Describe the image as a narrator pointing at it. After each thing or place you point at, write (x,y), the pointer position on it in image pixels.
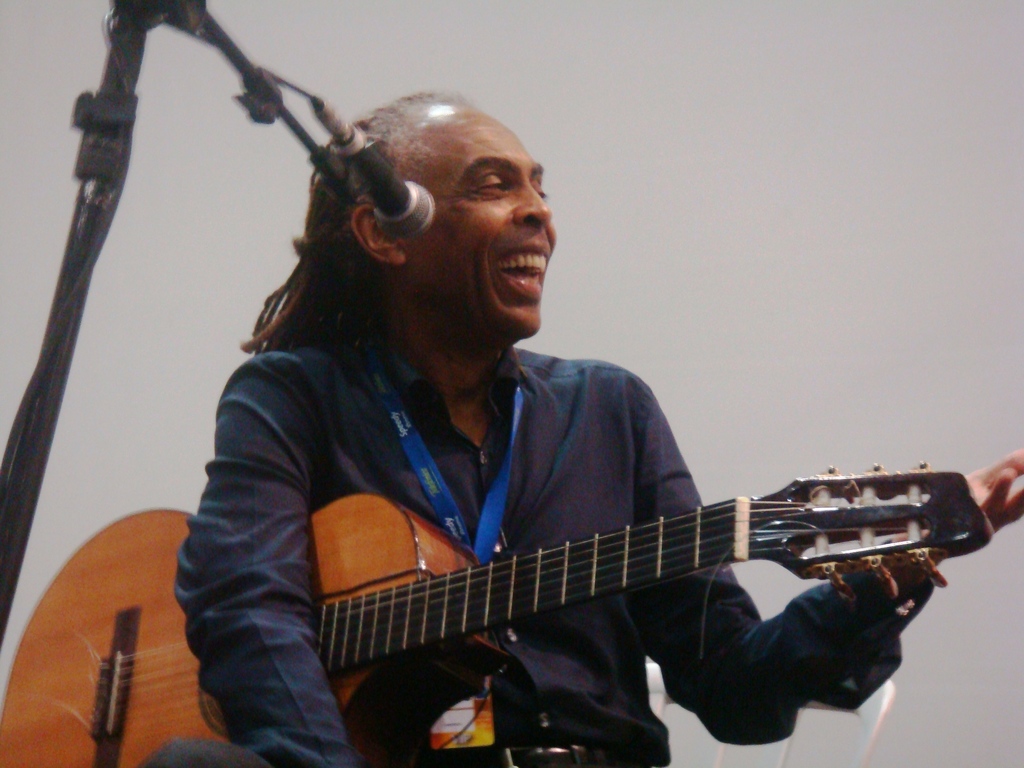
In this image there is a person (208,643) sitting and smiling and he is holding guitar (537,563). At the left side (22,450) there is a microphone (377,214).
